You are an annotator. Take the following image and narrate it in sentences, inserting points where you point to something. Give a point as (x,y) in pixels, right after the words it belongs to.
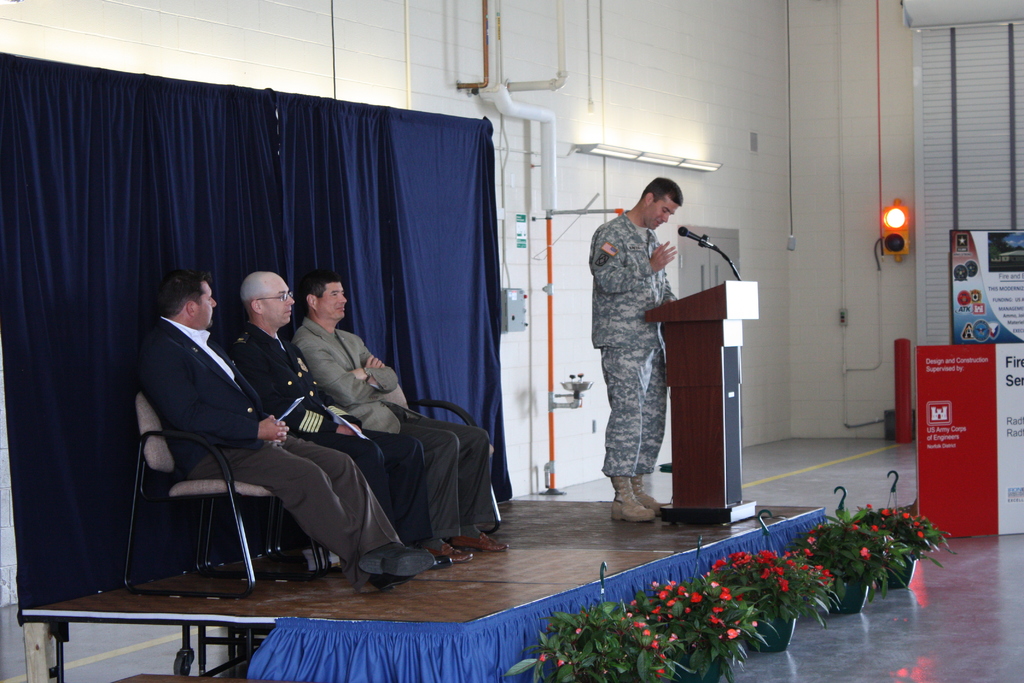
In this image i can see three man (256,448) sitting on a chair (251,486), a man (610,382) at the right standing in front of the podium (696,379) and there is a microphone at the back ground (648,129) i can see a wall (576,119) and a pole (550,120).
